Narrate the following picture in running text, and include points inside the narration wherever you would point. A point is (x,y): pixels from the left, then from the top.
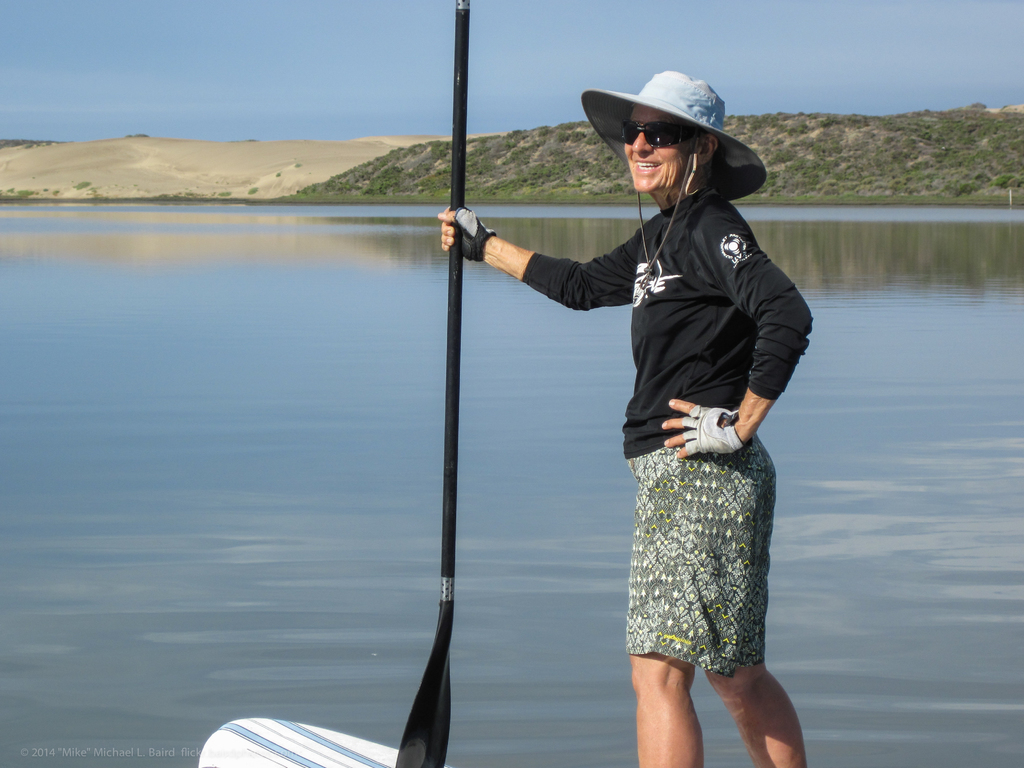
We can see a person (655,613) is standing and holding a paddle (458,202) in his hand (454,228) and there is a hat (656,85) on his head (644,169). At the bottom (255,729) we can see a truncated boat (284,746) on the water (246,410). In the background (334,280) we can see water (415,280), grass (390,185) on the ground (520,165) and the sky (322,95).
